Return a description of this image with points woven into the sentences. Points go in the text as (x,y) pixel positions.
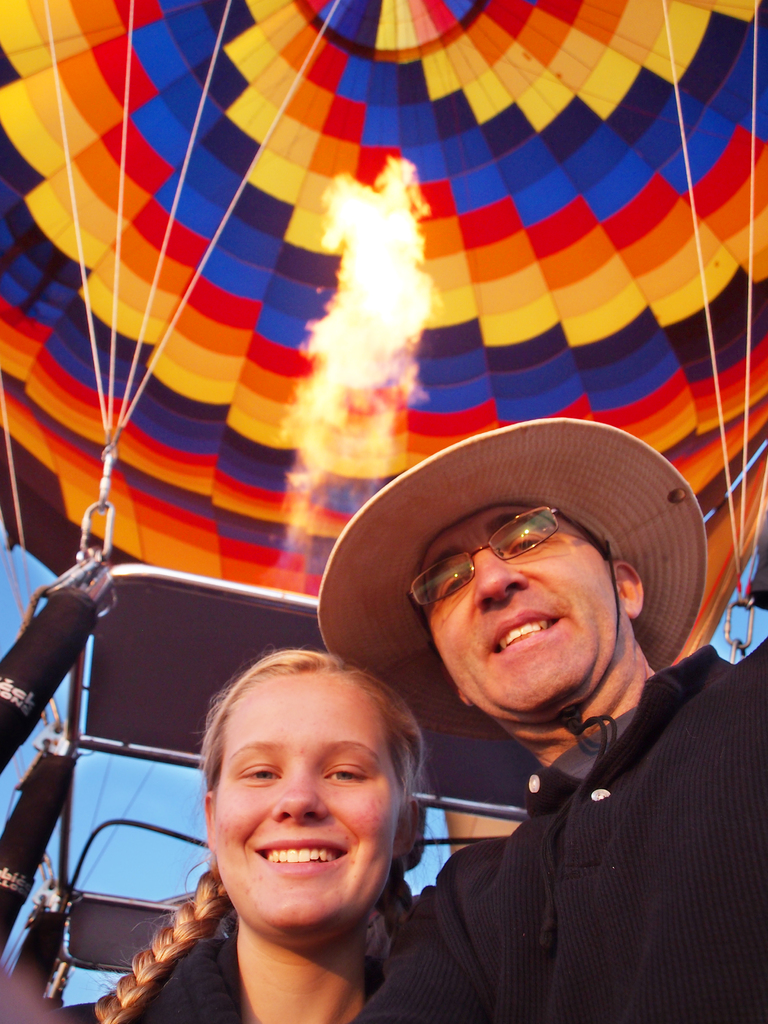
In this image we can see a man (575,551) and a woman (298,896). The man (703,859) is wearing a black color dress (565,816) and hat (398,493). In the background (240,425), we can see air balloon (273,407) and the sky (139,806).
